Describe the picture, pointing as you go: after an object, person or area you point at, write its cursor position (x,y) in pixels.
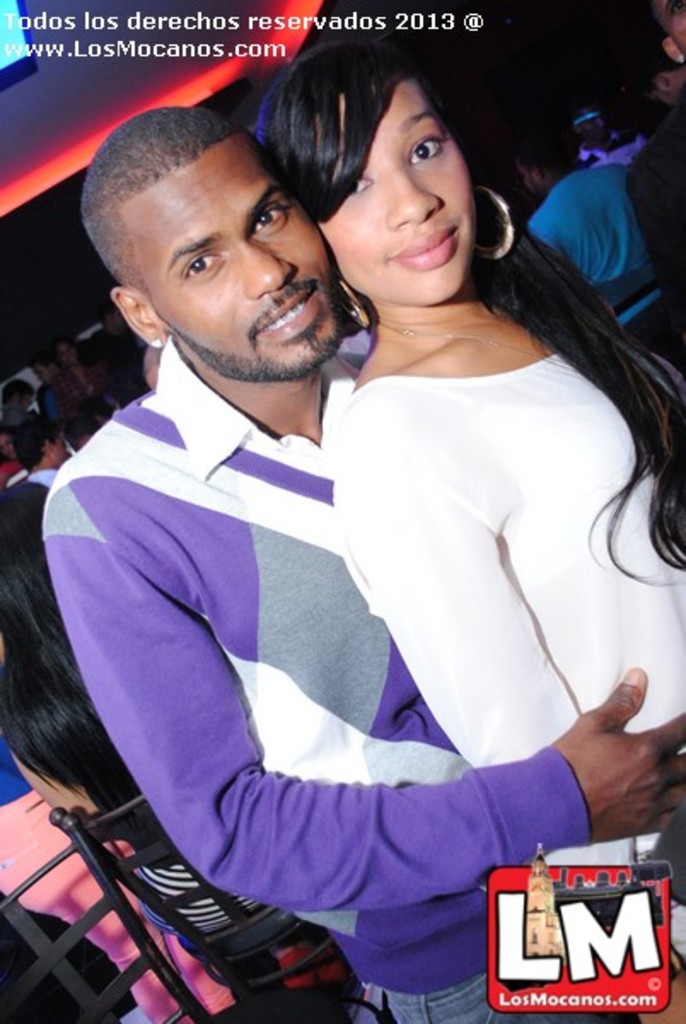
In this picture, we see the man (269,493) and the women (496,523) are standing. They are smiling and they are posing for the photo. Behind them, we see a woman (104,754) is sitting on the chair (159,843). In the background (90,407), we see the people (96,383). In the right top (526,166), we see a man (600,201) in the blue T-shirt (594,253) is sitting on the chair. In the background (482,52), it is black in color. In the left top (100,136), we see the lights (219,67) and the television screen (14,14). This picture is clicked in the dark.
